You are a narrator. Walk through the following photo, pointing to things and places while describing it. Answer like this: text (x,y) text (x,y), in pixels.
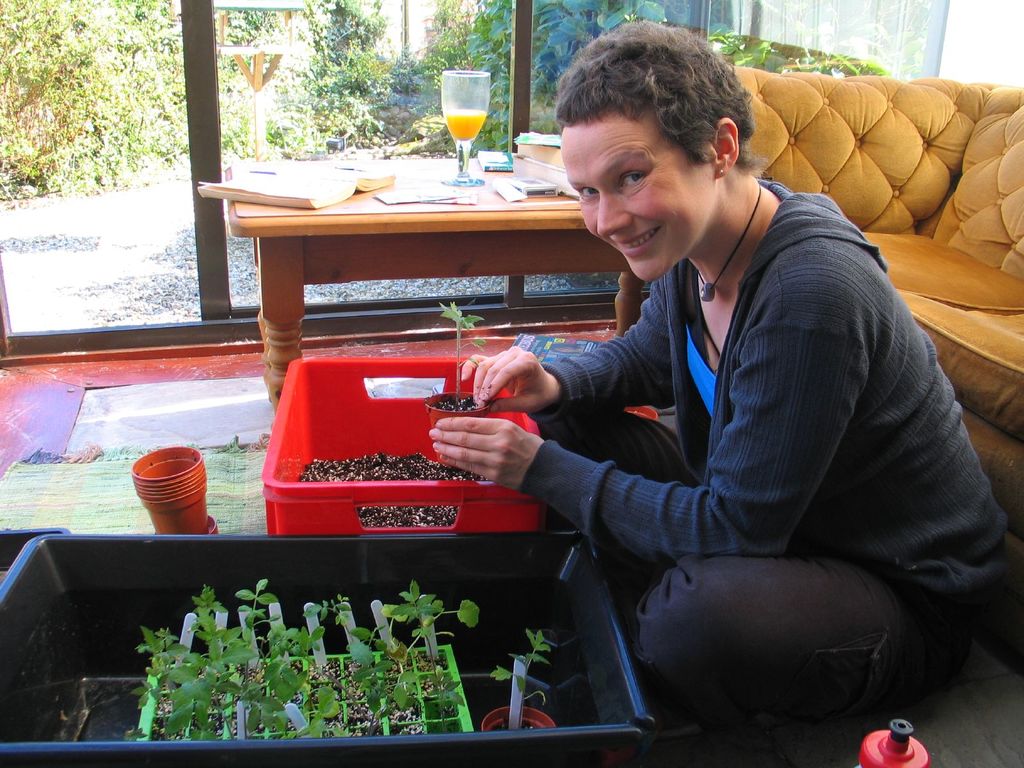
In this image, we can see a woman (778,536) is sitting on the floor (774,752) and holding a pot (475,413) with plant (459,348). Here we can see baskets (605,680), plants (249,701), few objects (141,481), floor (187,393) with floor mat (227,471). Background (839,175) we can see a couch (827,170), table (554,205). Few things (339,181) are placed on the table (442,177). Here we can see glass doors (336,99). Through the glass (339,89) we can see the outside view (307,78). Here there are so many trees (419,91) we can see.
